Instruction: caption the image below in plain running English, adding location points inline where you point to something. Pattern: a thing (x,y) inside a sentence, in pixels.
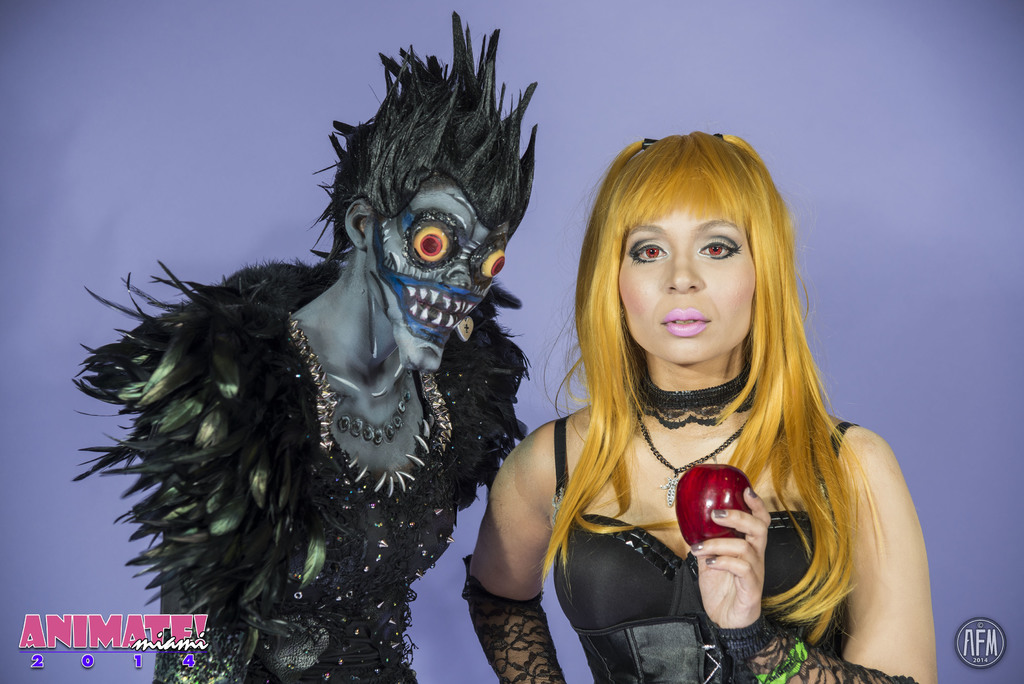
There is one woman (715,445) standing and holding an apple (707,522) on the right side of this image (736,421), and there is one other person (389,445) standing and wearing a costume (414,380) on the left side of this image (309,476). There is a blue color wall (513,270) in the background (870,230). There is a logo (103,635) in the bottom left corner of this image (79,628), and bottom right corner of this image (979,618) as well.
